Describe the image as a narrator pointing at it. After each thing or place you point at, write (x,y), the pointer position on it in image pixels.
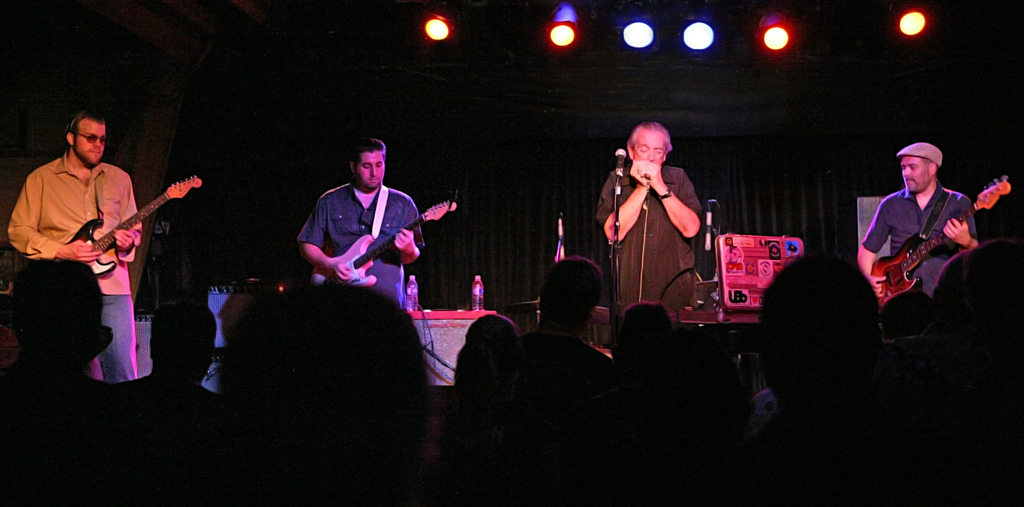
There are four people (661,156) standing on the stage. On the left (75,144) there are two people (383,263) who are playing guitar (128,231). In the center of the image (605,207) there is a man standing before him there is a mic (619,244). On the right (909,157) there is a man (936,273) who is playing a guitar (911,280). At the bottom of the image (511,420) there is a crowd (509,410) we can see lights (566,44) at the top (553,42).
